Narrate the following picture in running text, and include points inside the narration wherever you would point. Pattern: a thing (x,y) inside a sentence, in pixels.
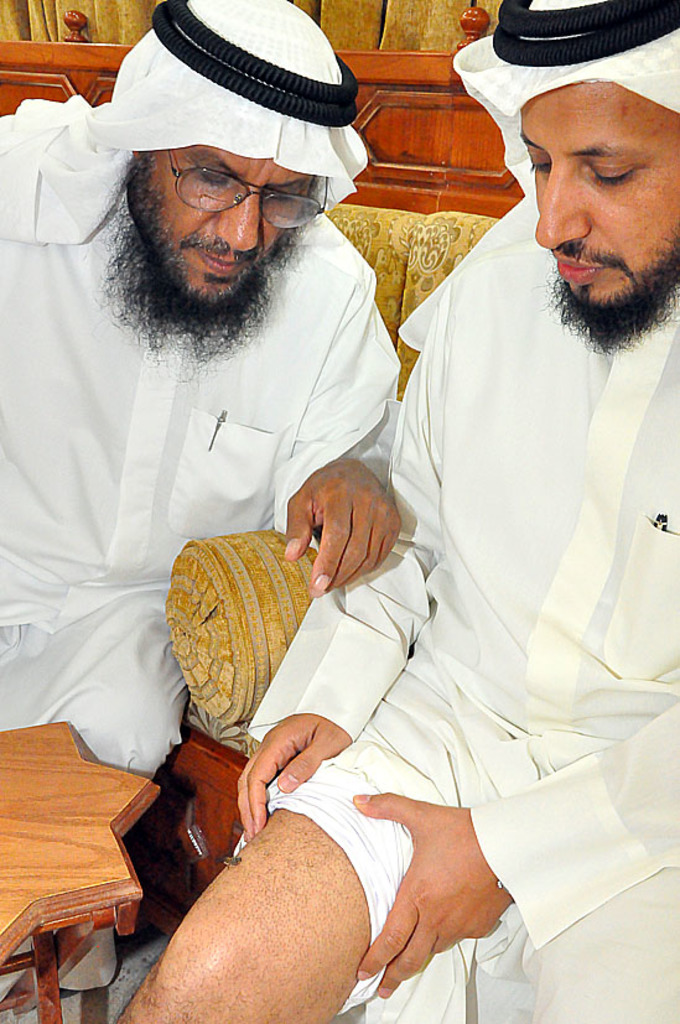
There are two persons (340,465) sitting on sofa (208,601). Person (291,465) on the left (205,268) is wearing specs (178,171). They are having white scarf (256,131) with black round things (313,103) on the head (190,161). On the left side (76,827) there is a table (76,827).
